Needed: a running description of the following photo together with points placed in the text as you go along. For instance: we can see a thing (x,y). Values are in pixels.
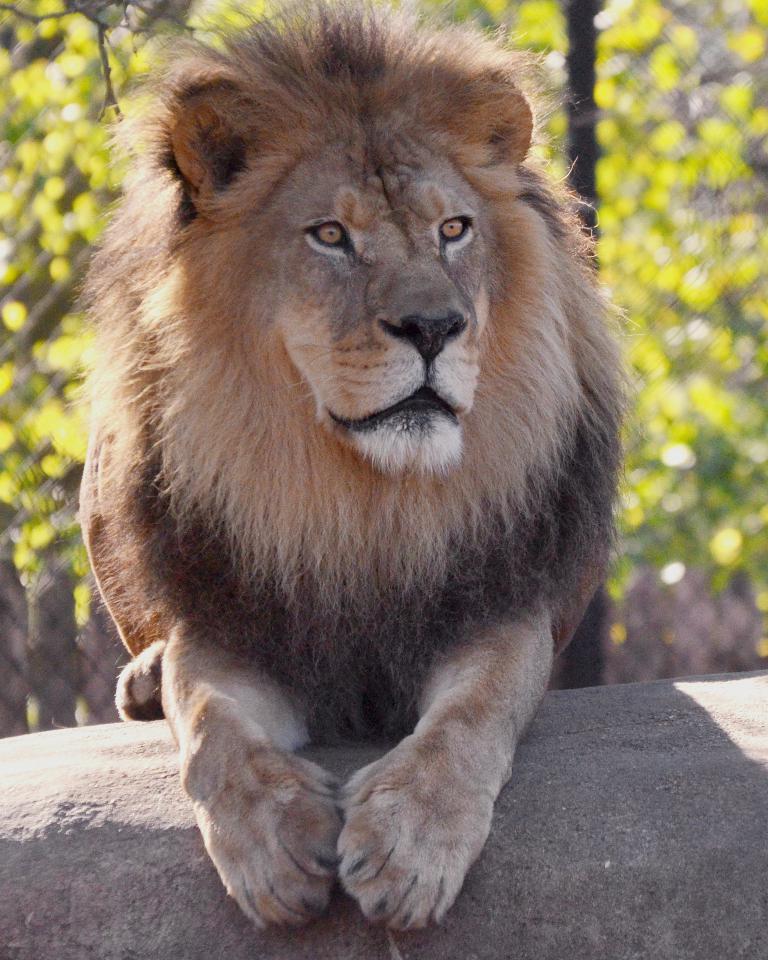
In this image we can see lion (462,628), behind trees (632,237) are there.
